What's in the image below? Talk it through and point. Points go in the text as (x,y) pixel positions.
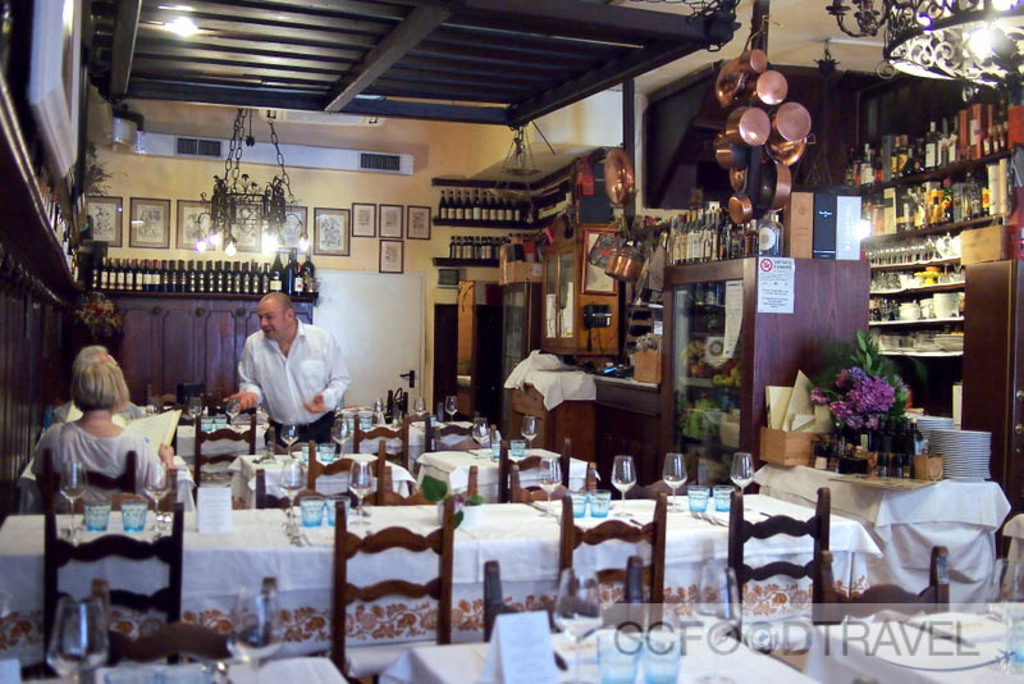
In the image we can see there are people (97,367) who are sitting on chair (107,483) and in front of them there is a table (181,448), another man (306,351) is standing at back (299,408) on the wardrobe (164,318) there are lot of wine bottles (195,274) kept.
